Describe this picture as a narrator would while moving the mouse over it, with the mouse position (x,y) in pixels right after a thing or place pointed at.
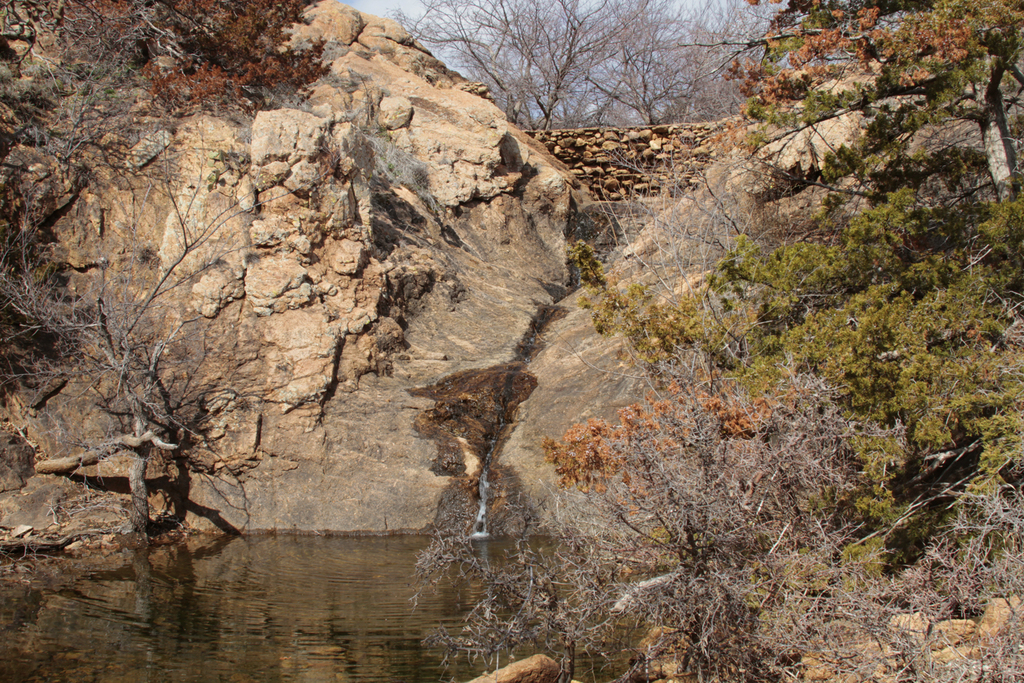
In this image there is a water surface (318,542) and there are trees (668,584), in the background (334,331) there are rocks (536,200) and the sky (451,46).
